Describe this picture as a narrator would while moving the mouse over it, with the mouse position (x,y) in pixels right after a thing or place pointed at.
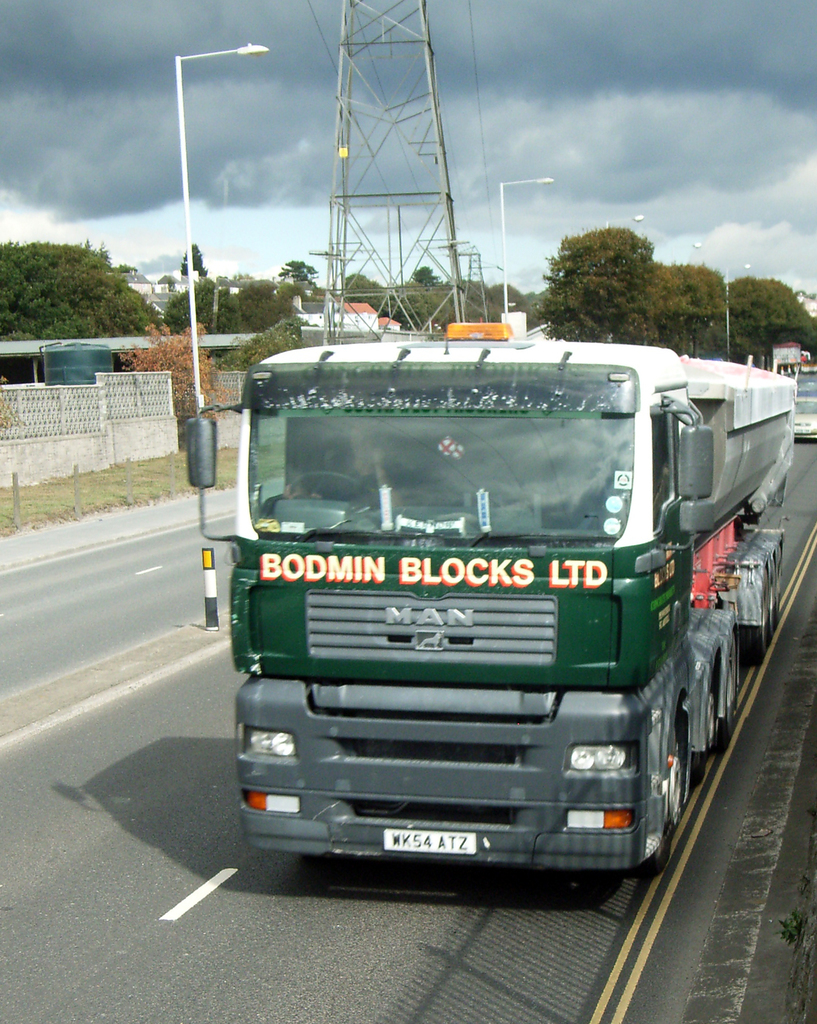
In this image I can see the road (145,757). On the road (50,971) there are many vehicles (475,638). To the side of the road (98,565) I can see the light poles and the wall (90,434). In the background (241,329) there are many trees (34,287), clouds (55,108) and the sky (518,274). I can also see the tower (354,294) in the back (371,105).
